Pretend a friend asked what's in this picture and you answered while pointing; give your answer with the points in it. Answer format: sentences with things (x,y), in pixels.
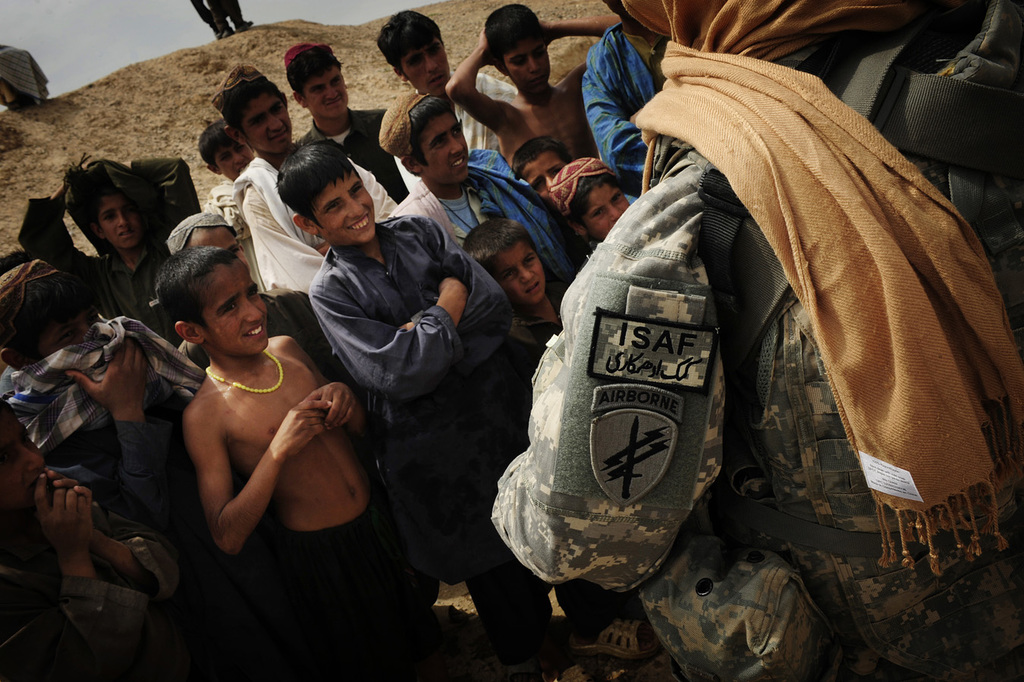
In this image there are children's (519,286) and a person (911,307) standing, in the background (122,90) there is a mountain (453,20).
